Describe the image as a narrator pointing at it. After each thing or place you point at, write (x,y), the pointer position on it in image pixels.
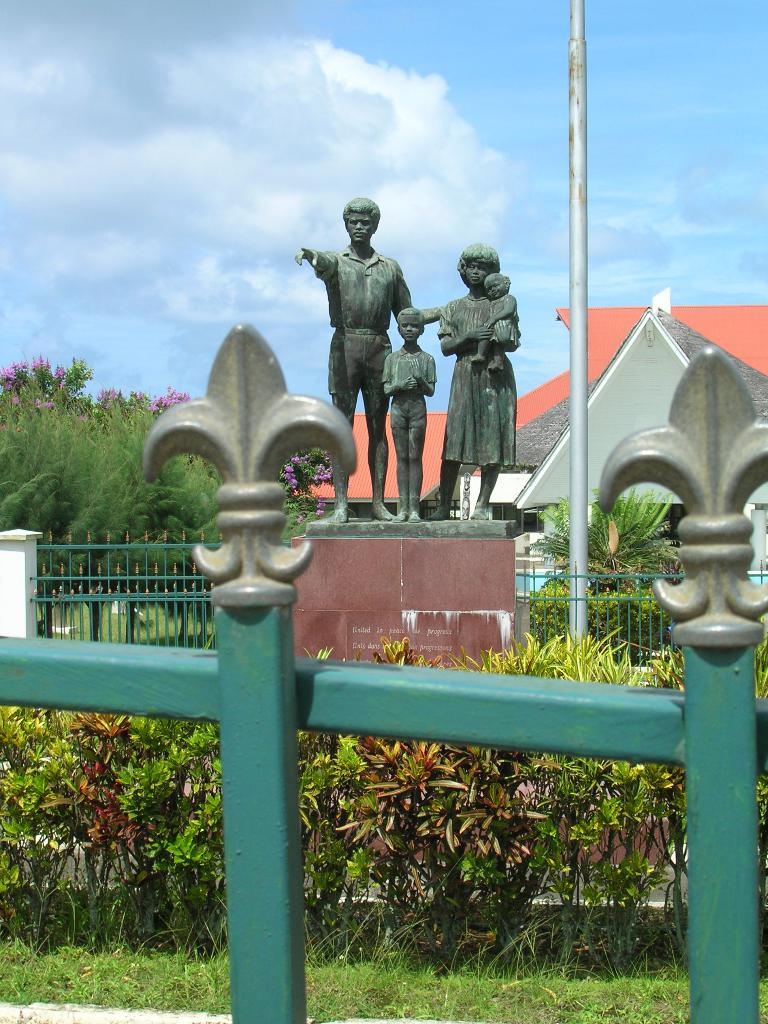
There are three sculptures (498,365) on the pillar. I think this is a kind of an iron grill (651,726). These are the plants (376,805). This looks like a pole (581,496). I can see a building (614,329) and the trees (112,423). Here is the grass (409,988). These are the clouds (419,125) in the sky (487,50).
